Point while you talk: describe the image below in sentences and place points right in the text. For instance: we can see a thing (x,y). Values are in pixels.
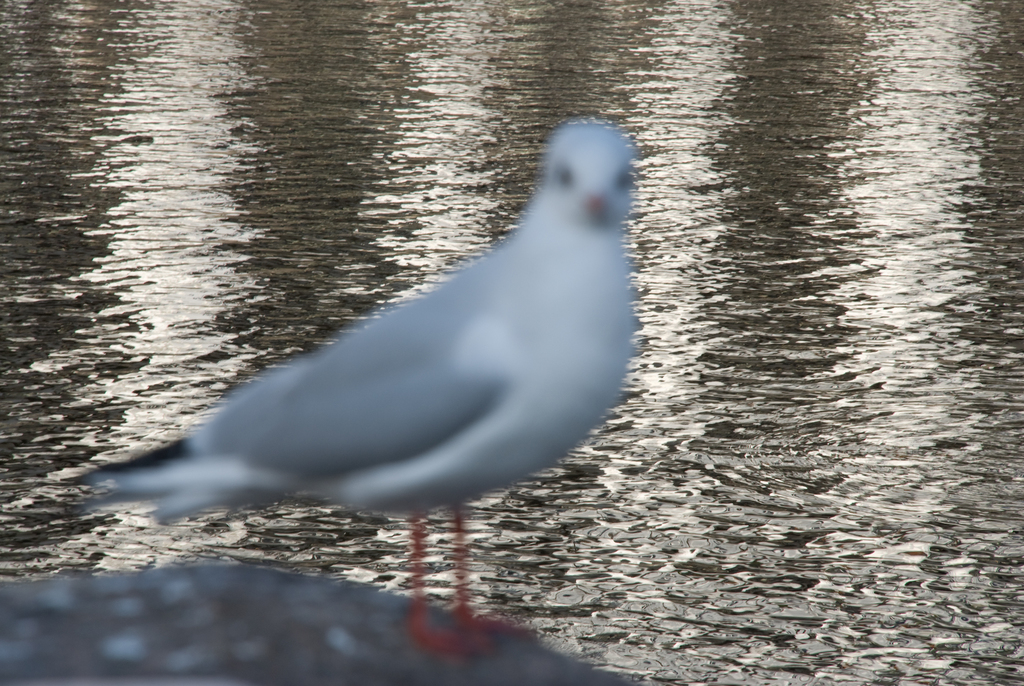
This picture is clicked outside. In the foreground (331,427) we can see a bird (494,372) seems to be standing on the ground (346,641). In the background (741,610) we can see a water body (786,426).
